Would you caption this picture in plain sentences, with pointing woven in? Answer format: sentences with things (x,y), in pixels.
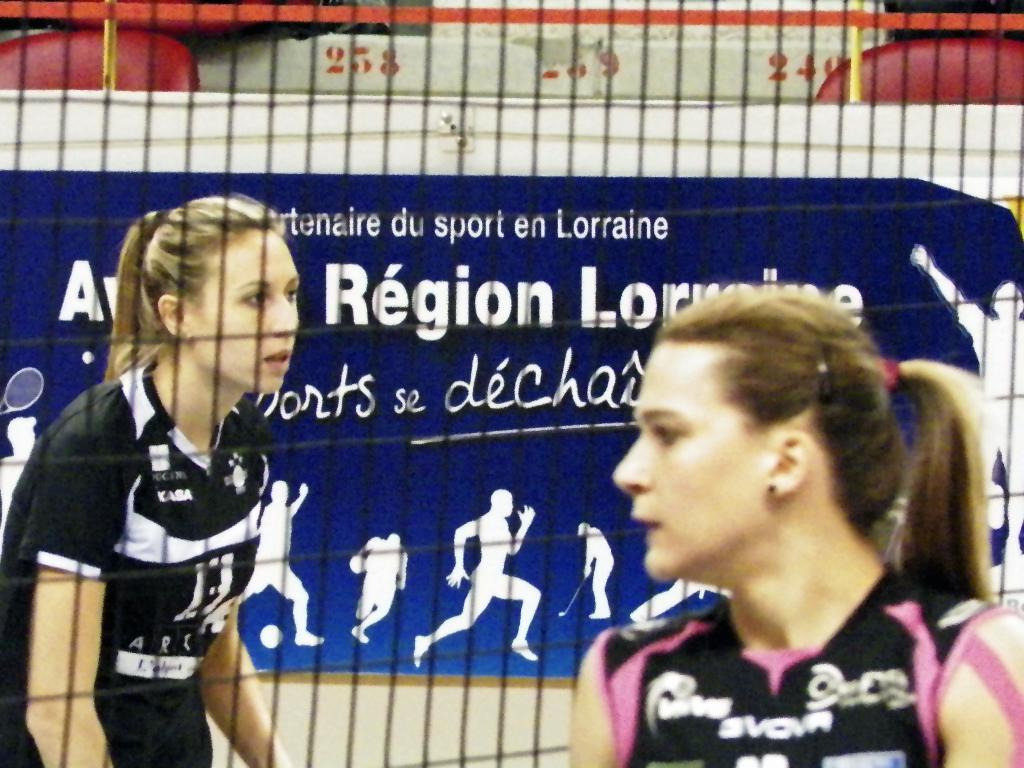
In this picture there is a woman (807,459) with black and pink t-shirt (790,684) and there is a woman (87,450) with black and white t-shirt (100,554) behind the fence (430,544) and there is a board (32,442) and there is text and there are pictures (527,585) of group of people (514,583) on the board (379,440) and there are chairs (970,45).
